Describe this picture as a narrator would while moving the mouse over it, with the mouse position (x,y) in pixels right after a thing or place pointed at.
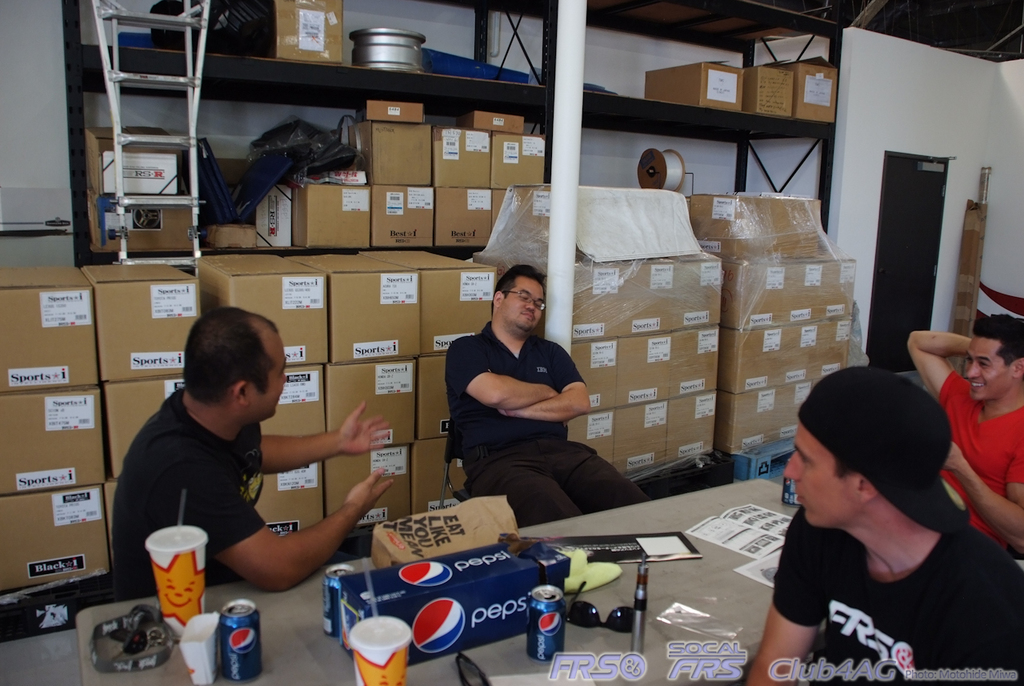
There are four men (581,464) sitting. This man (972,431) is wearing red color shirt (996,436) and he is laughing, another man (182,463) is wearing black color t-shirt (177,466) and he is talking to the opposite person (495,399). Behind them there are boxes (411,166) and a shelf (601,107). This is a table (697,548) on which goggles (603,625), can (557,626) and glass (400,649) is placed.
